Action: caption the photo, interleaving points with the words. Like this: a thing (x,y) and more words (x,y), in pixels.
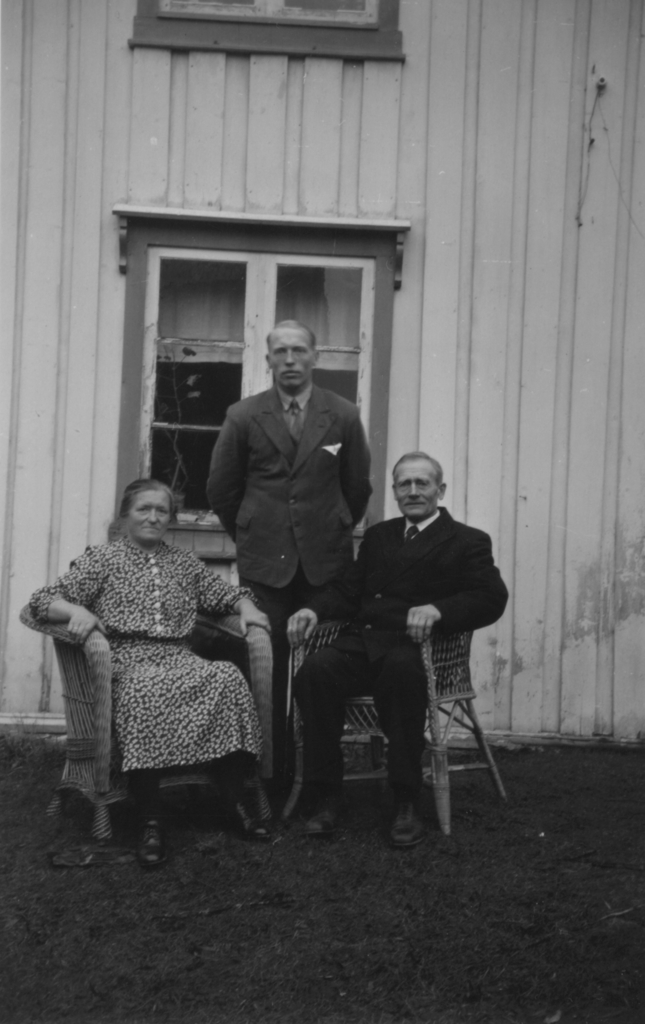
In this picture there are three persons (348,506) two of them are sitting in chair (469,729), one person (242,469) is standing behind them. In the backdrop (549,166) there is a wall (543,267) and a window (187,319).
